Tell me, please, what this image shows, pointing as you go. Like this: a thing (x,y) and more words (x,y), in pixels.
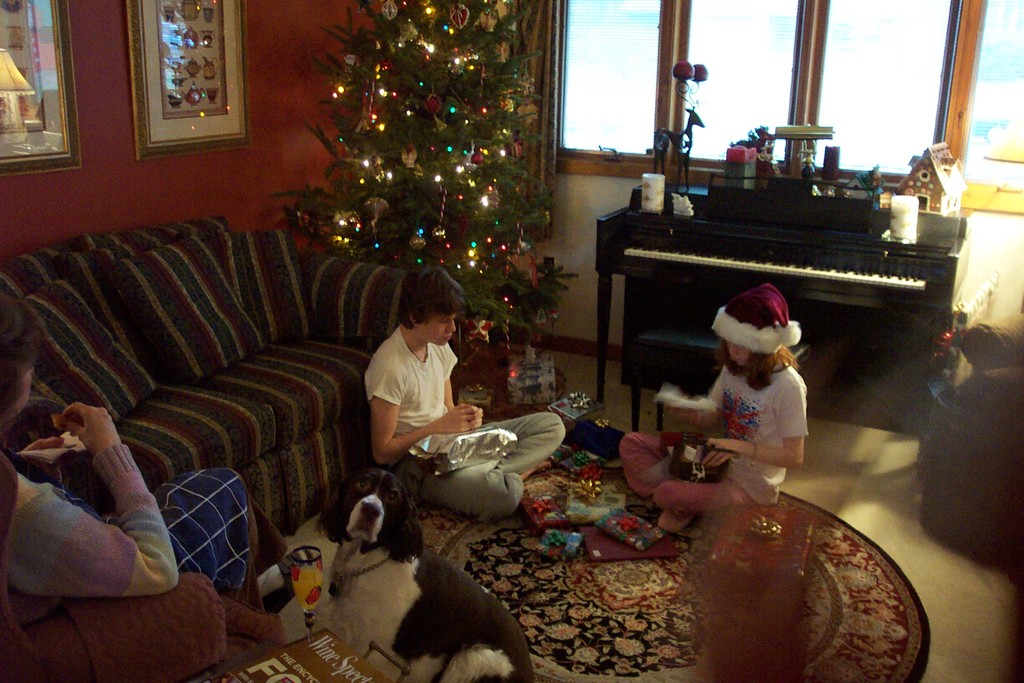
In this image I see 2 persons (429,344) sitting on the floor (624,410) and there are many presents (506,433) over here, I can also see a dog (335,495) and I see another person (210,525) who is sitting on the couch (319,357). In the background (349,101) I see the Christmas tree (347,129) and decorations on it, a piano (952,231) and few things (892,218) on it, wall (281,18) and the photo frames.
